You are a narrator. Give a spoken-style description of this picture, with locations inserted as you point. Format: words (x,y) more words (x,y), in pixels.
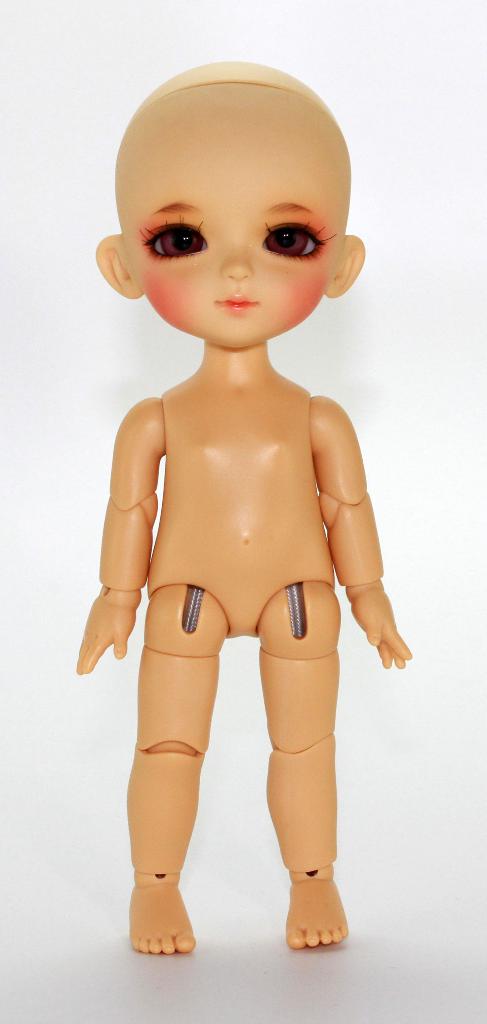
In the center of the image (297,539) there is a doll (270,509). The background of the image (88,296) is white in color.
